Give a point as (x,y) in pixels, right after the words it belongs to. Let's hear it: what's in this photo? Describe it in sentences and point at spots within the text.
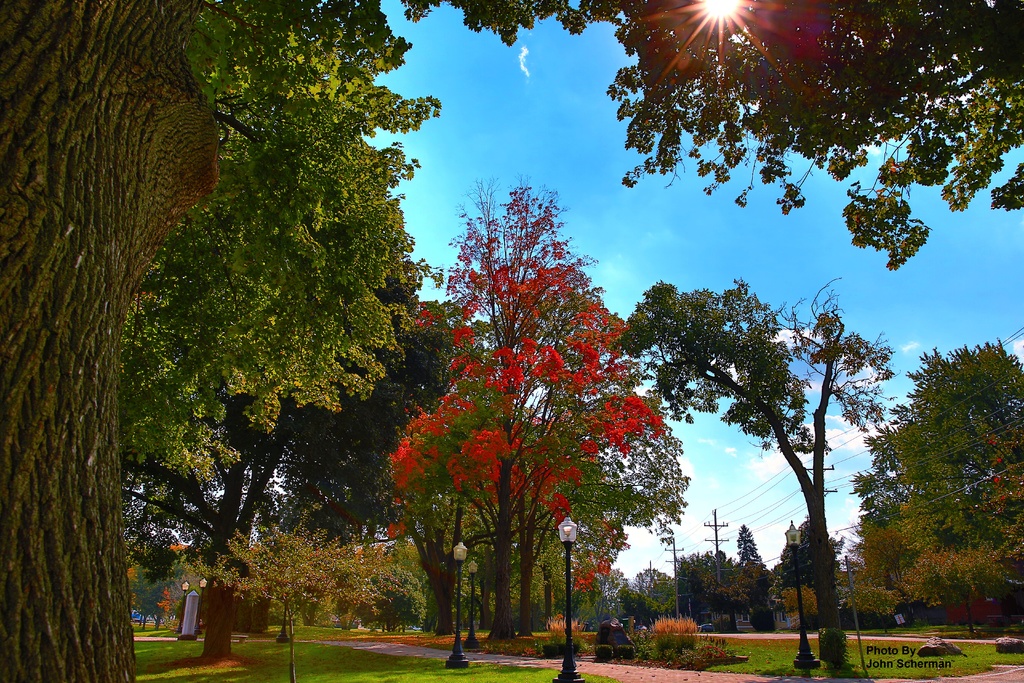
In the picture I can see few trees (533,457) and lights (796,532) and there are few poles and wires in the right corner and there is something written in the right bottom corner (893,665).
